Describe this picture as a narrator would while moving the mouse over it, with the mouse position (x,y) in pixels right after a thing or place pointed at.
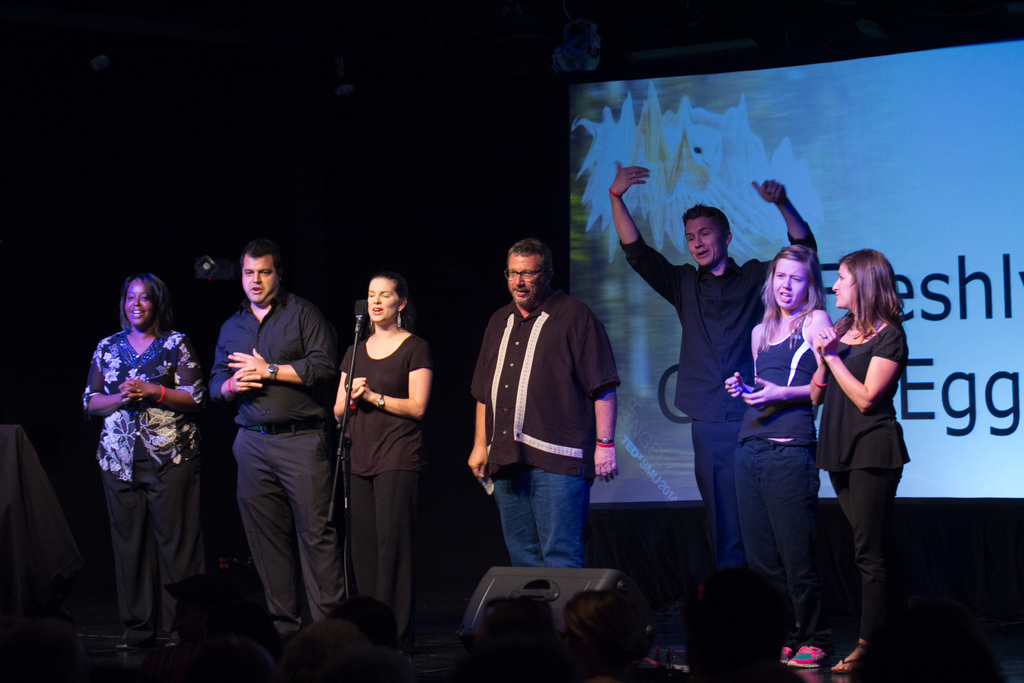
In the image there are few men (540,342) and women (404,379) standing on stage (925,601) in black dress (546,330) and behind them there is a screen (944,205).
